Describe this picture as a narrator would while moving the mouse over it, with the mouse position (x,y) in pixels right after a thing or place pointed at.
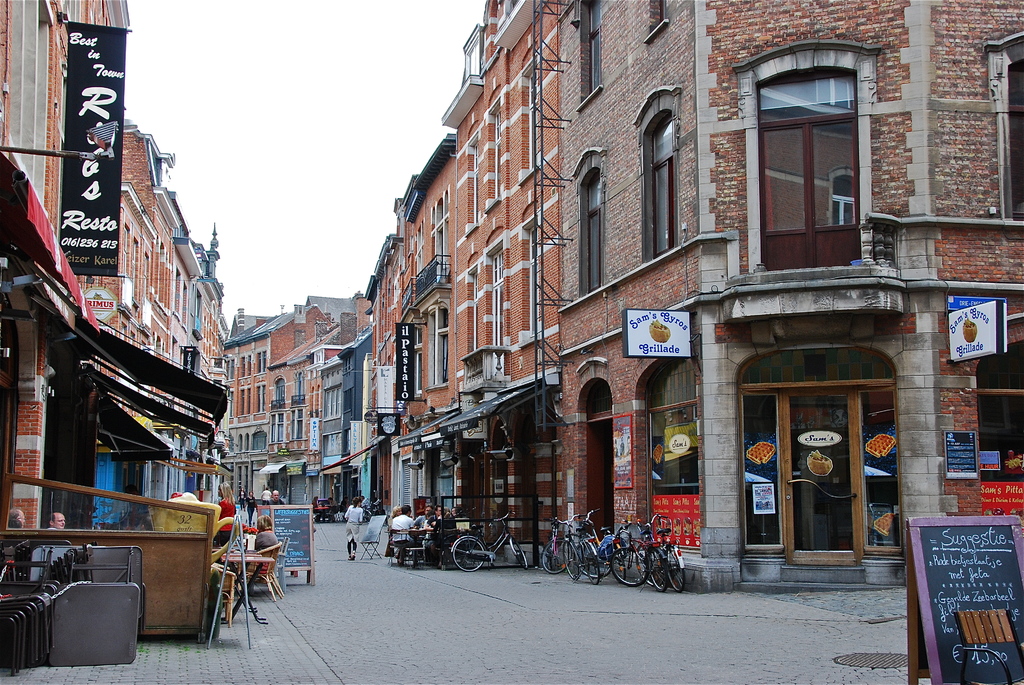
In this image I can see few buildings (484,358), windows (857,213), doors (830,478), boards (396,415), banners (631,320), few bicycles (644,572), few people (267,533) are sitting on the chairs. The sky (311,84) is in white color.
